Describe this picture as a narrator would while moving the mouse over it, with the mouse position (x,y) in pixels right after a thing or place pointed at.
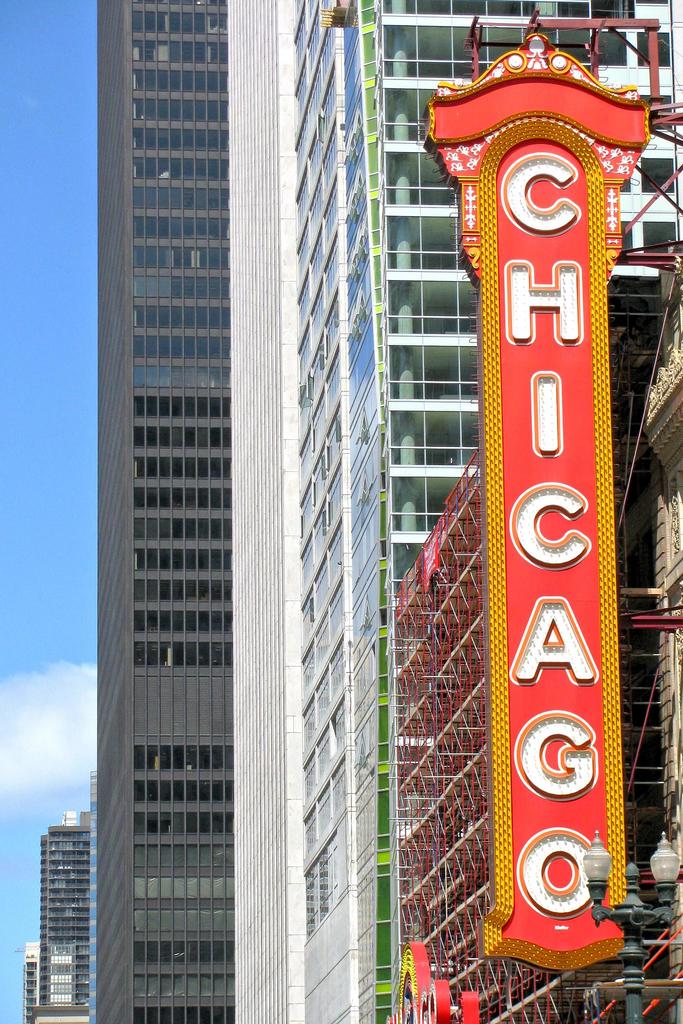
In this image I can see the light pole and the boards (490,938) to the building (637,718). In the background (233,546) I can see few more buildings (156,622), clouds (42,694) and the blue sky (67,353).
